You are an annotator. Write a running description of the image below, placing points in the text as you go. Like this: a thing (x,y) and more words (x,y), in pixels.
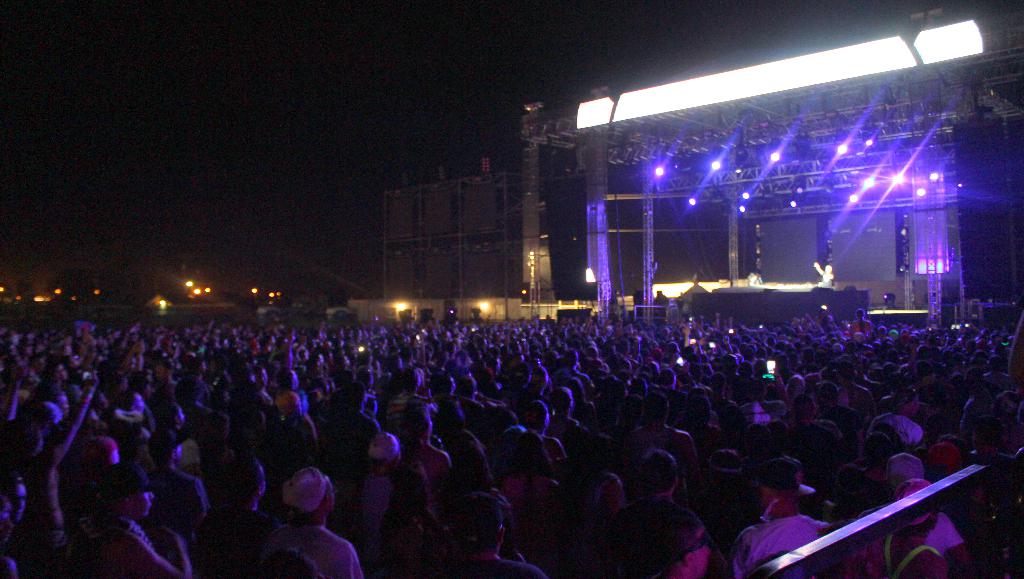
In this image we can see many people (616,480) standing near the stage (945,121). There is a stage (812,179) in the image. There are few people (824,279) on the stage (818,290). There are many lights (801,59) in the image. There is a sky (303,167) in the image.
